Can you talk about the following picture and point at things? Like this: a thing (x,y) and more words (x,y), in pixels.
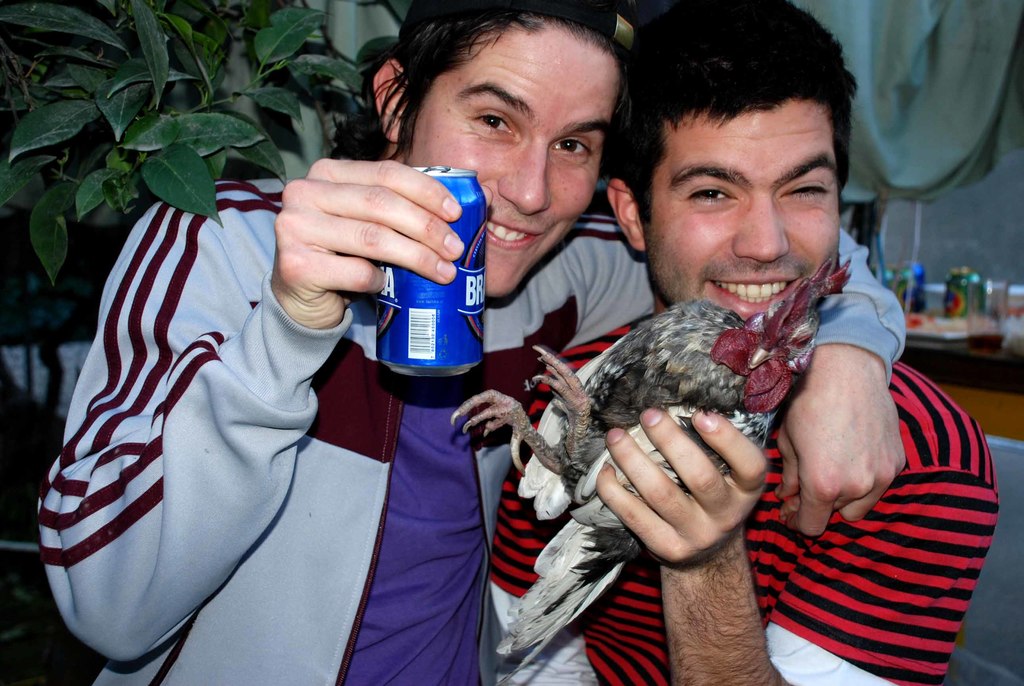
In this image I can see two men (650,417) are smiling among them the man (419,245) on the left side (315,297) is holding a tin can (398,271) in the hand (383,218) and the man (631,237) on the right side (720,512) is holding a rooster (682,415) in the hand (670,433). In the background (194,109) I can see a plant (243,115) and some other objects (942,320).
